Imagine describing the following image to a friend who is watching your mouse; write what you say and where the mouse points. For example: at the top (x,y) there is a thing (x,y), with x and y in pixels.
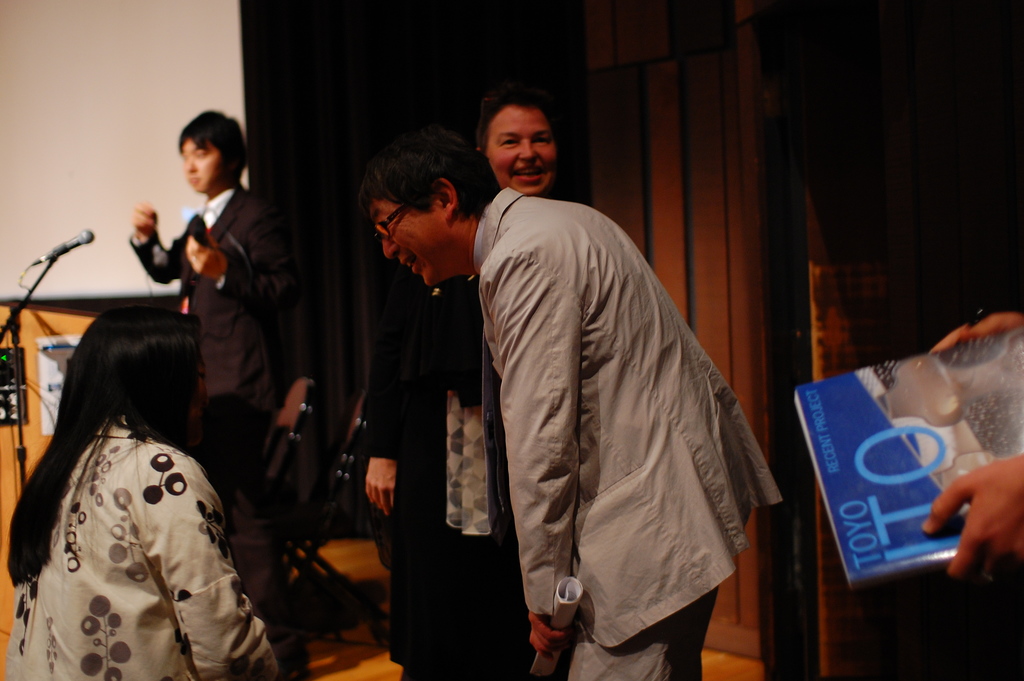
In the picture, there is a table (36,327) and in front of the table (65,314) there is a person (206,284) standing and there is a mic (83,241). There are also some chairs (293,546) behind that person (260,551) and in the front side (478,218) there are three people (429,331) and they are talking to each other and in the right side (956,402) a person (949,510) is holding some book (940,467) with the hands (962,328) and in the background (351,47) there is a black curtain (349,76).
